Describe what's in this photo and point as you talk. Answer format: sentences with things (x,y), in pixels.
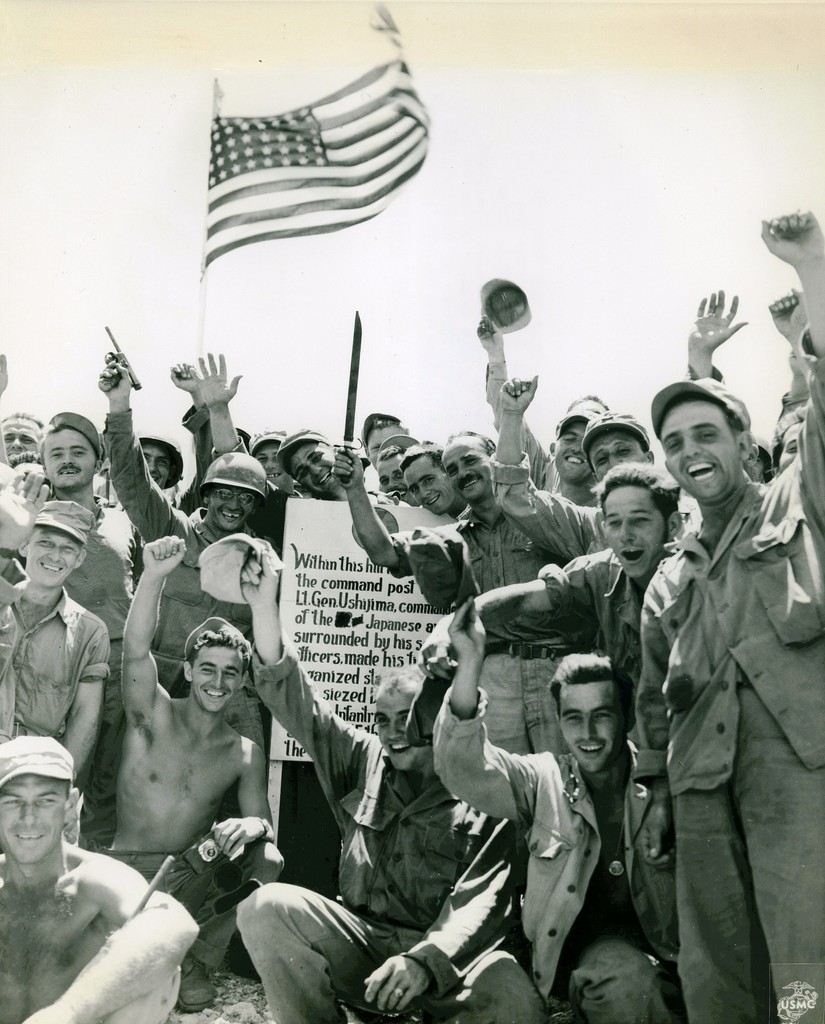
In this image I can see the group of people (471,737) with different color dresses (179,680). I can see few people (334,714) around the board (286,604) and few people (209,520) are wearing the caps (238,541) and helmets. I can see the flag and there is a white background.
